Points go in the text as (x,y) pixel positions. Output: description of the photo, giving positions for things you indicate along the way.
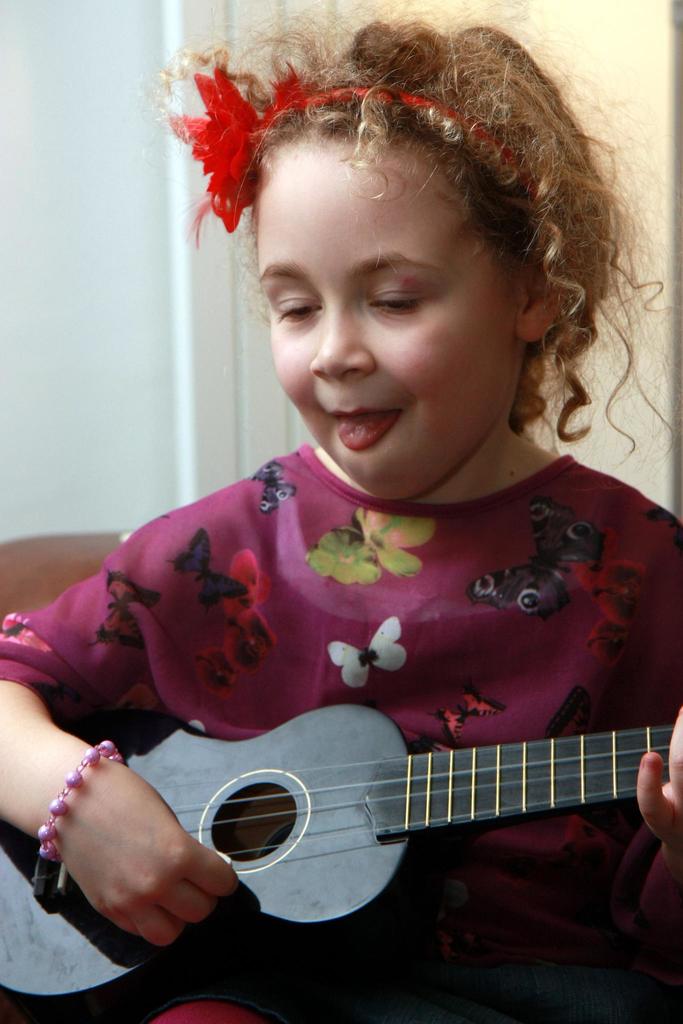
In this image, we can see a person (455,742) playing a musical instrument (250,768). In the background (97,284), we can see the wall (65,128).
